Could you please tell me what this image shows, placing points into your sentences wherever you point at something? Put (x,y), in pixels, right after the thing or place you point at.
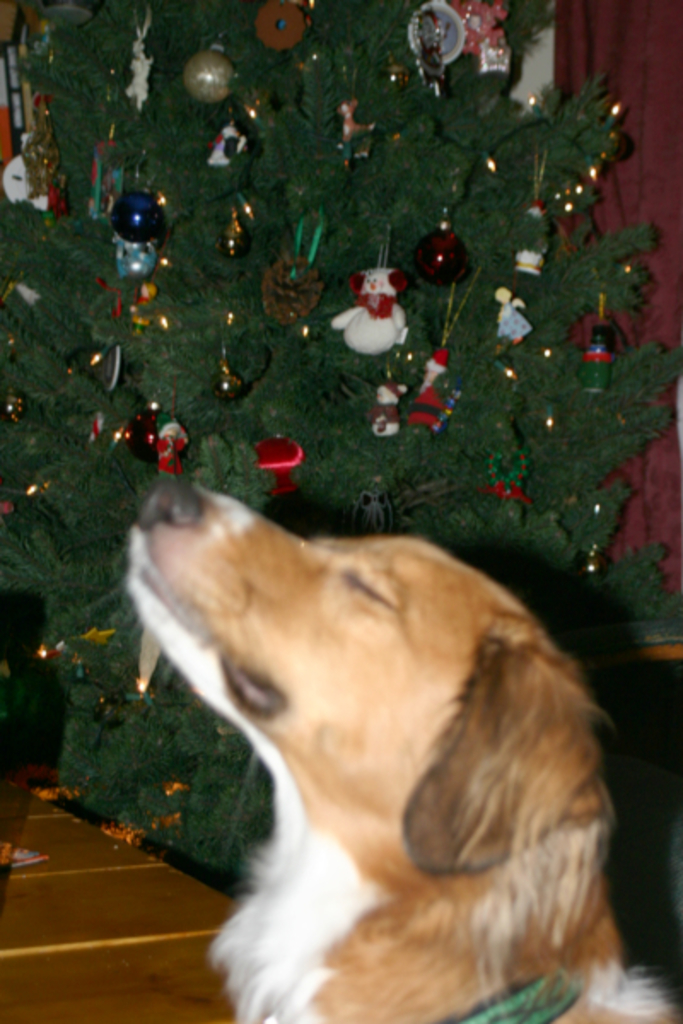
We can see a dog (416,740), behind this dog (325,642) we can see Christmas tree (289,378) with decorative items (516,335) and curtain (596,68).
